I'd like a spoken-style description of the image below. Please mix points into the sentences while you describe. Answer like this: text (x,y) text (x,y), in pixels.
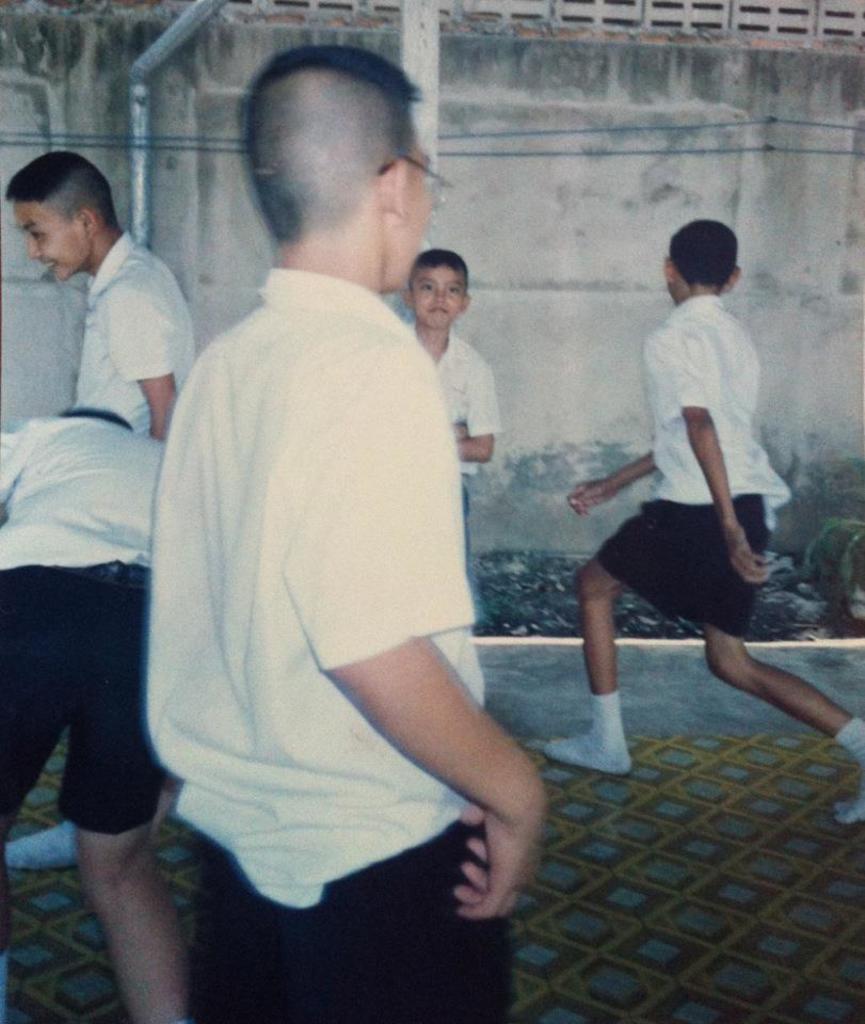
In this image we can see these children (486,722) wearing white shirts (310,889) are on the ground (36,871). In the background (842,58), we can see the wall (813,53).
